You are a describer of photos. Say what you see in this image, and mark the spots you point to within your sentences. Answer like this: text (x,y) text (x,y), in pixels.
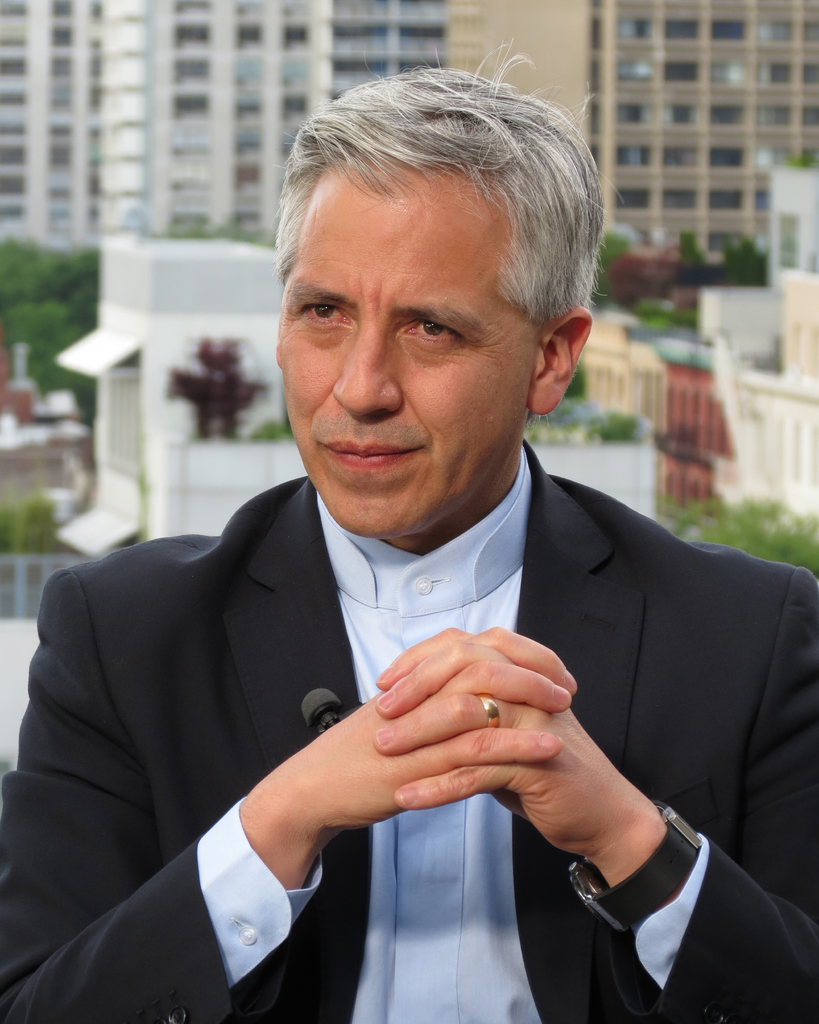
In this image we can see a man (554,534). On the backside (713,534) we can see some buildings (633,193), plants (227,412) and a group of trees (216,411).
